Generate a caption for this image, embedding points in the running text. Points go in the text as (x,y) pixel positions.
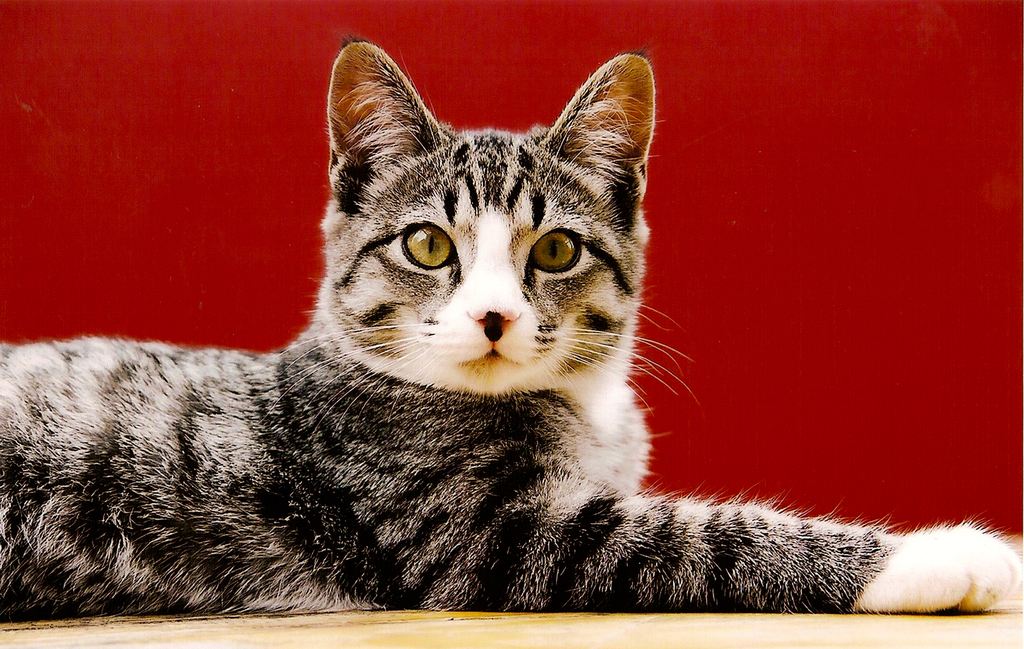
In this image, we can see a cat (357,590). We can also see the ground (389,627) and the red colored background (827,11).
